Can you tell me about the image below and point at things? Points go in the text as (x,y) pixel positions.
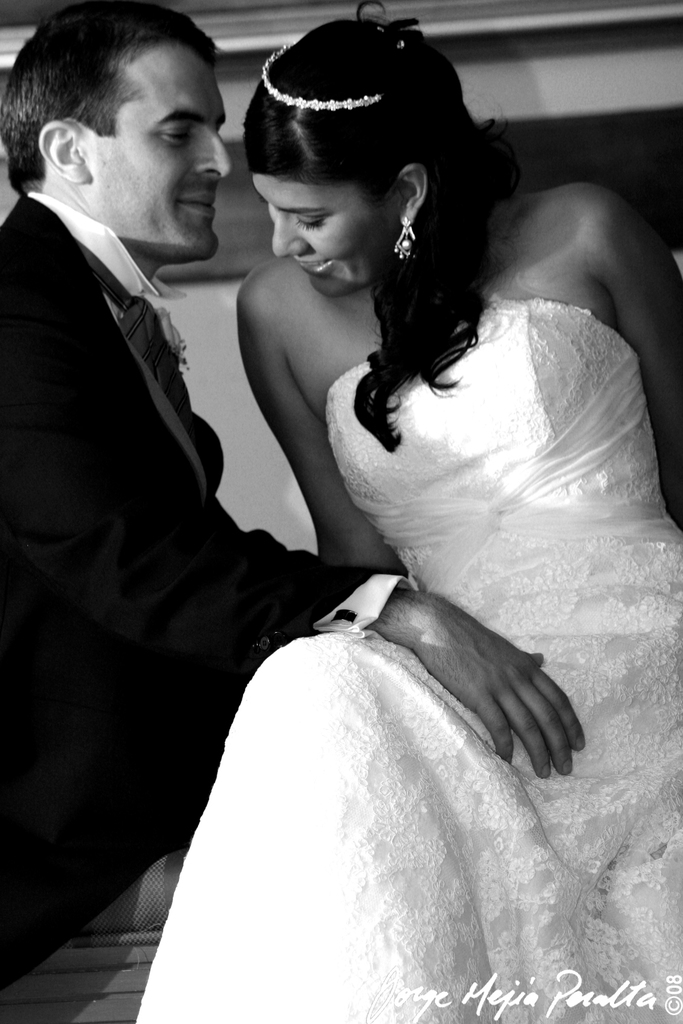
This is a black and white image we can see there is one man (128,497) sitting on the left side (97,473) and there is a woman (471,534) on the right side of this image (497,532).
